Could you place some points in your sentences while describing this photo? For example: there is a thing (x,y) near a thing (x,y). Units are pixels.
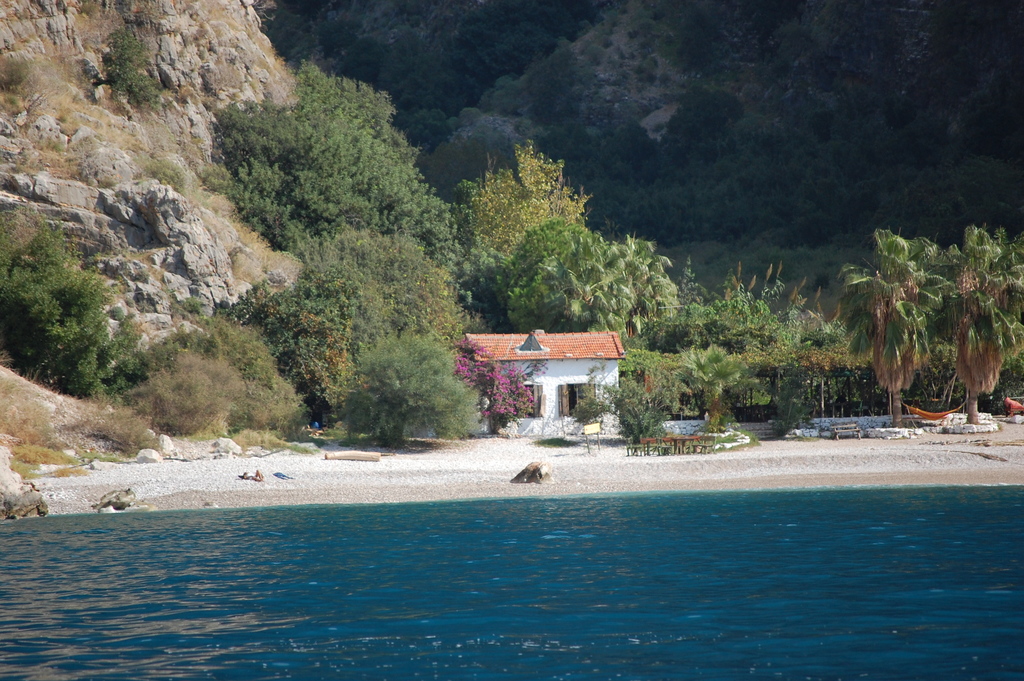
In the center of the image (556,405) we can see a building (580,397) with windows (543,397) and roof (558,346). On the right side of the image (702,442) we can see some benches (668,450) placed on the ground (665,470) and a hammock (939,416) tied to trees (974,407). In the background (942,398), we can see a group of trees (775,346), hills (783,188), some rocks (168,450) and a wood log (346,453) placed on the ground (311,470). In the foreground (157,515) we can see the water (63,539).
